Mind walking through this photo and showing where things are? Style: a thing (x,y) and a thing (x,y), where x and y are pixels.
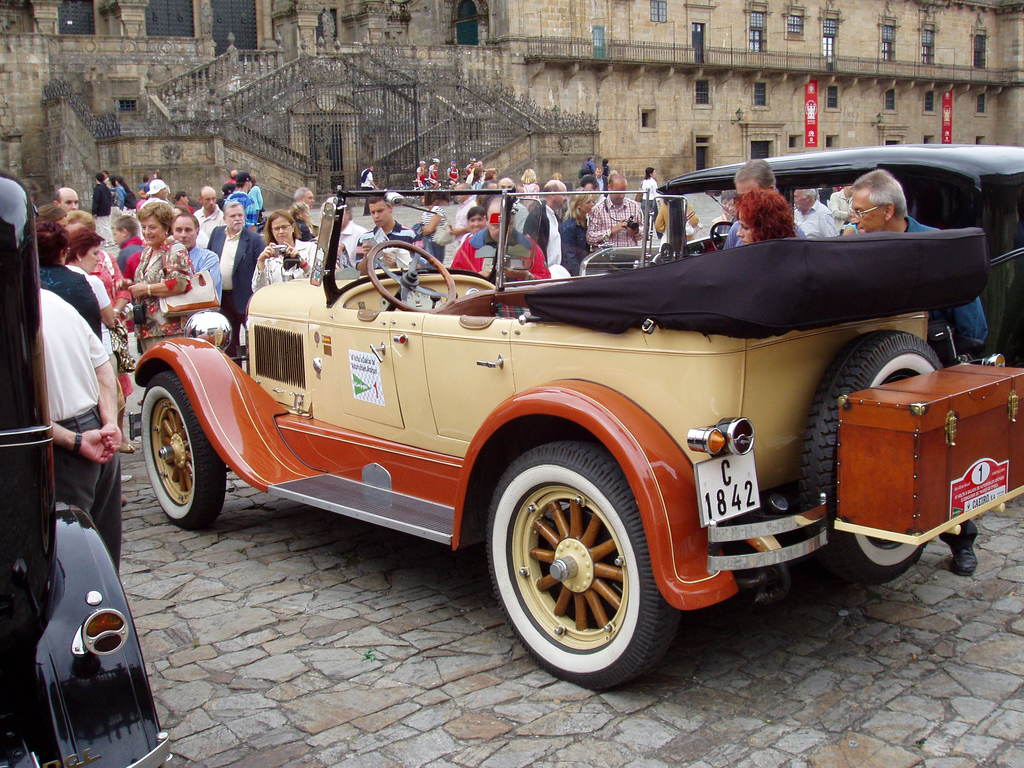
In this picture we can see the vintage car (576,481) parked in the front (222,372). Behind we can see some persons (182,245) standing and taking the photograph. In the background (536,54) there is a brown color building (686,52) with some doors (885,40).
